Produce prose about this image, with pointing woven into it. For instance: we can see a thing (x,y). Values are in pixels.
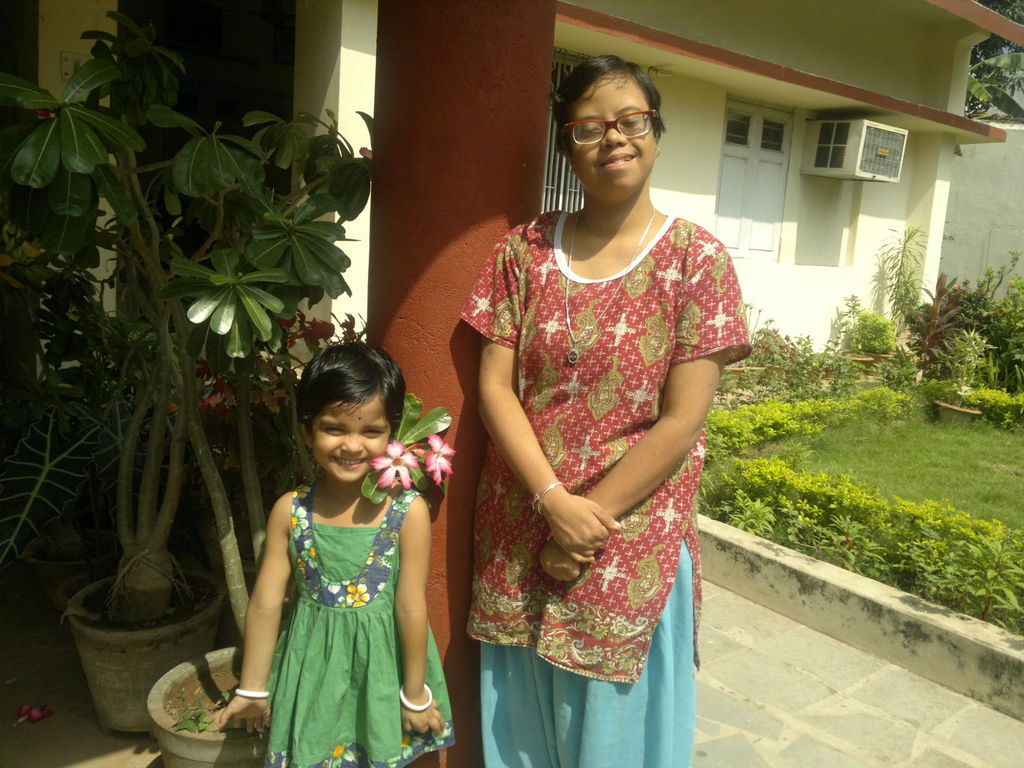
In this image, we can see a person (540,538) and girl (398,666) are standing near the pillar (457,765) and smiling. Here we can see plants (184,334), pots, grass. Background (671,156) there is a house (802,208) with wall (680,177), grill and windows (769,228). Here there is a machine (883,158) and tree (1003,99).
